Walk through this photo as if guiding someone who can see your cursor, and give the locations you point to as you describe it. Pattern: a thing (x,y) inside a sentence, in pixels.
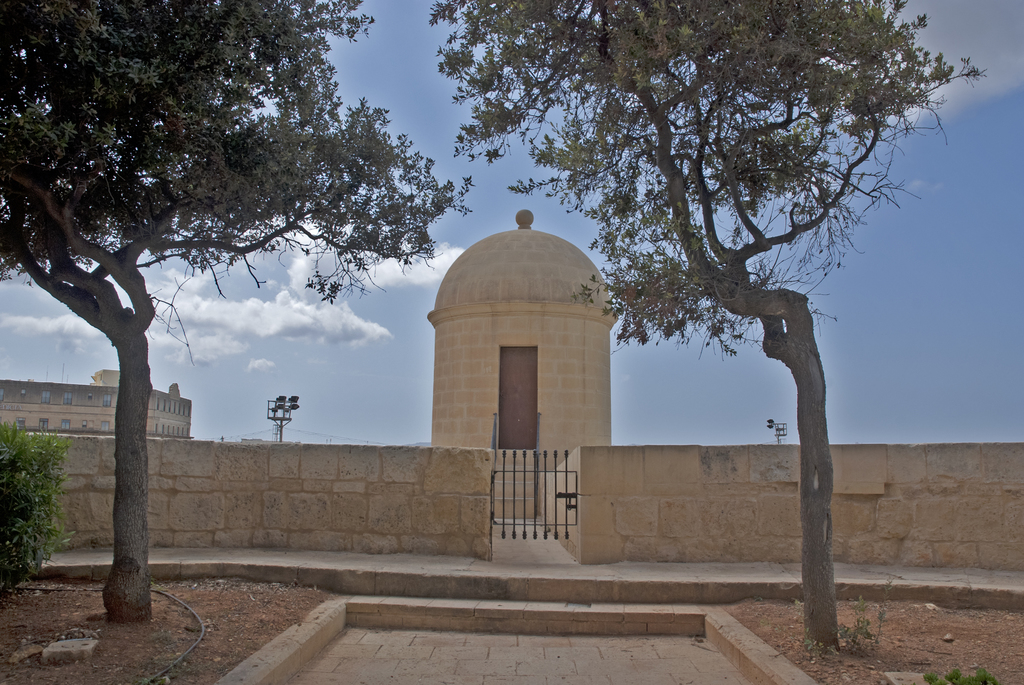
In this image I can see few trees (541,87), few buildings (450,385), few poles (290,417), wall (367,488), an iron gate (504,505) and here I can see a plant (63,493). In the background (536,224) I can see clouds (283,317) and the sky (689,368).
